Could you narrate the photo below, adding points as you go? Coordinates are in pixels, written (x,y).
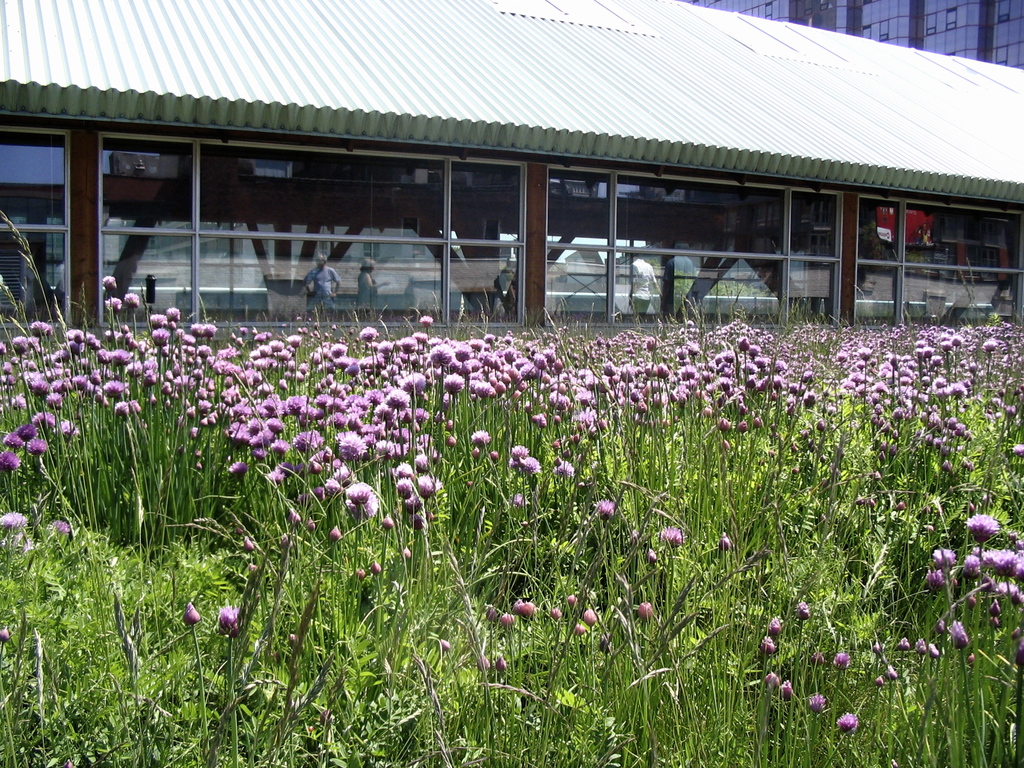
In this image in the front (573,570) there are flowers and there are plants (720,552). In the background (731,178) there are buildings (866,112).
